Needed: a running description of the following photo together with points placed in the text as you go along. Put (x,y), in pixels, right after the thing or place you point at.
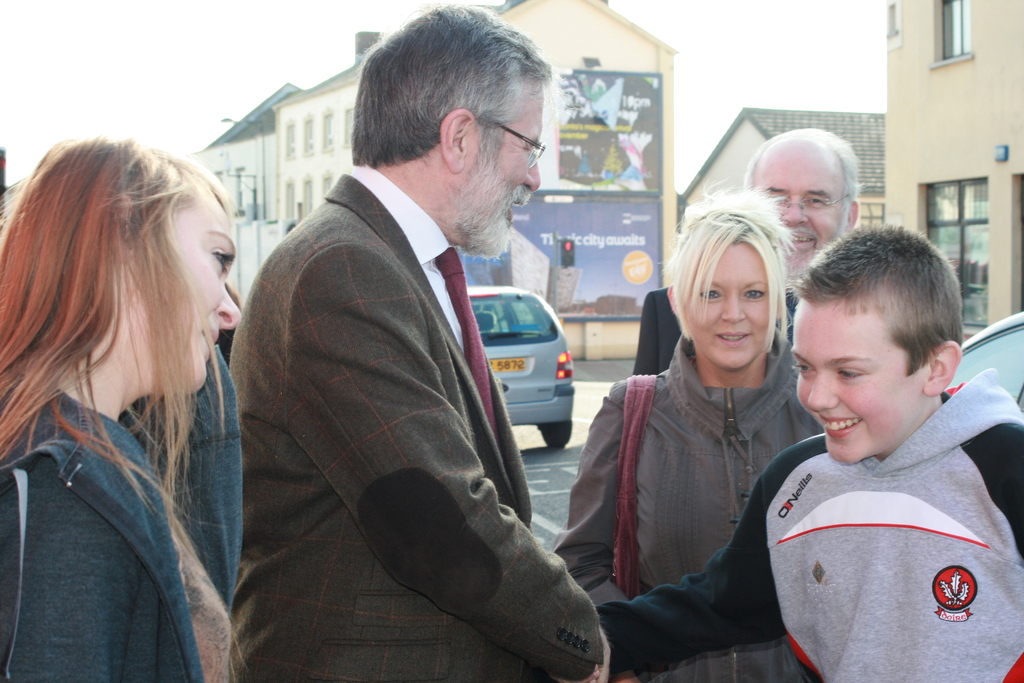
In this image there is the sky (755,62) towards the top of the image (733,48), there are buildings (294,198), there is a traffic light (568,247), there are windows (960,41), there is a wall (955,112), there are boards (615,183), there is text (593,245) on the board (592,147), there is the road (588,412), there is a car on the road (550,484), there are group of persons (699,438) standing, there is a woman (686,410) wearing a bag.
